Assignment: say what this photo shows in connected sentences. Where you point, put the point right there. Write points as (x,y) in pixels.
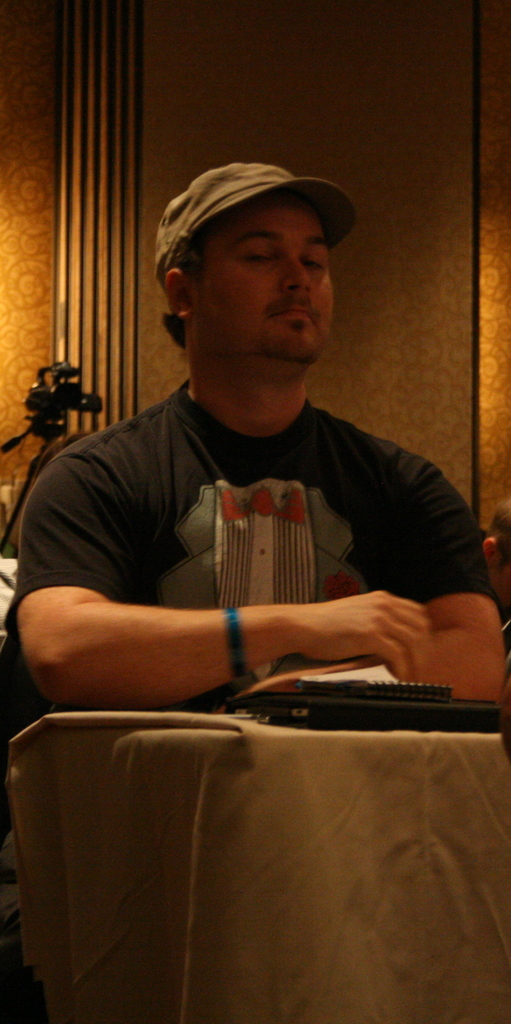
In this image we can see a person (219,396) wearing cap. In front of him there are some items (358,714). In the back (122,149) there is a wall (97,170). Also we can see a video camera (53,409) on a stand (43,445).
